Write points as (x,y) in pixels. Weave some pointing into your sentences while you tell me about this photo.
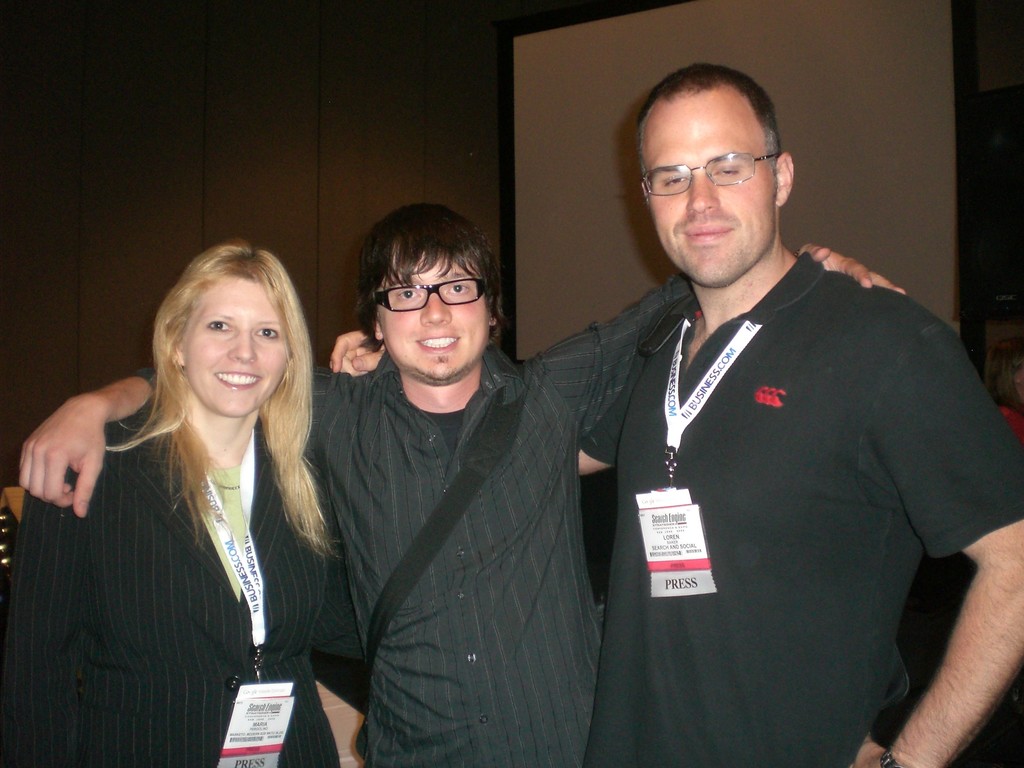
This image is taken indoors. In the background (335,216) there is a wall (339,155). In the middle of the image (524,507) two men (502,519) and a woman (198,457) are standing and they are with smiling faces (475,326).
